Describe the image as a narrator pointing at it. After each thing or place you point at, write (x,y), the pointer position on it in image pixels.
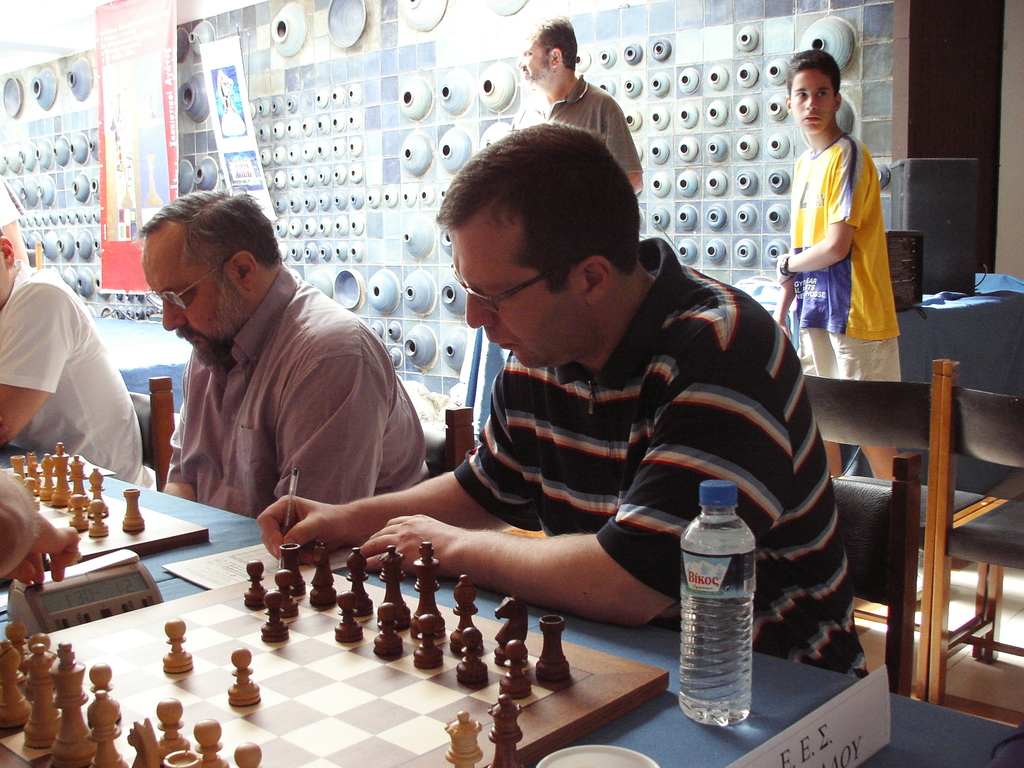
In this image on a table (182,590) there are chess boards (332,668). Few people (198,469) are playing chess. The person (333,519) is writing something on a paper (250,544). Here there is a bottle (745,589). In the background (147,80) on the wall (197,101) there are posters (161,101). People (543,99) are standing here. There are tables (959,348) and chairs (956,378).
